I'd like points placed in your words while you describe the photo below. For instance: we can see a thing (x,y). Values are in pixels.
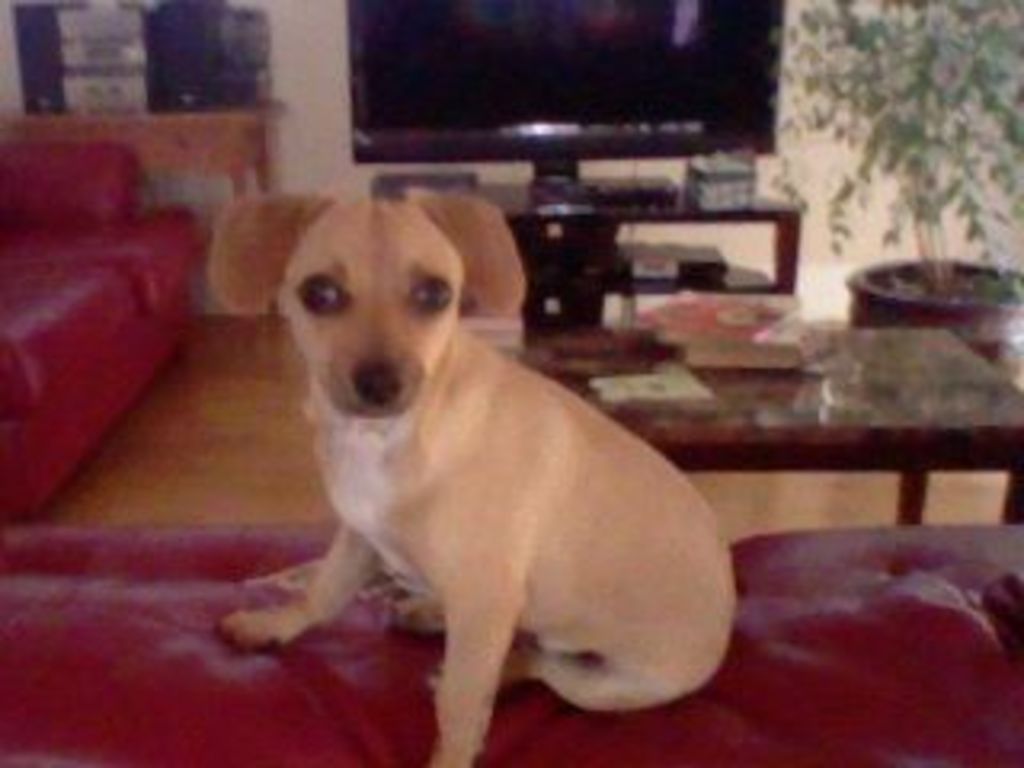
This is an inside view of a room (145,324). Here I can see a dog (447,453) is sitting on a couch (234,678). On the left side (48,257) there is another couch (78,378) placed on the floor (175,505). On the right side (801,386) there is a table (833,393) on which there are some books (768,326). In the background (556,105) there is a monitor (471,79) which is placed on another table (587,245). Beside this there is a plant (928,262).
